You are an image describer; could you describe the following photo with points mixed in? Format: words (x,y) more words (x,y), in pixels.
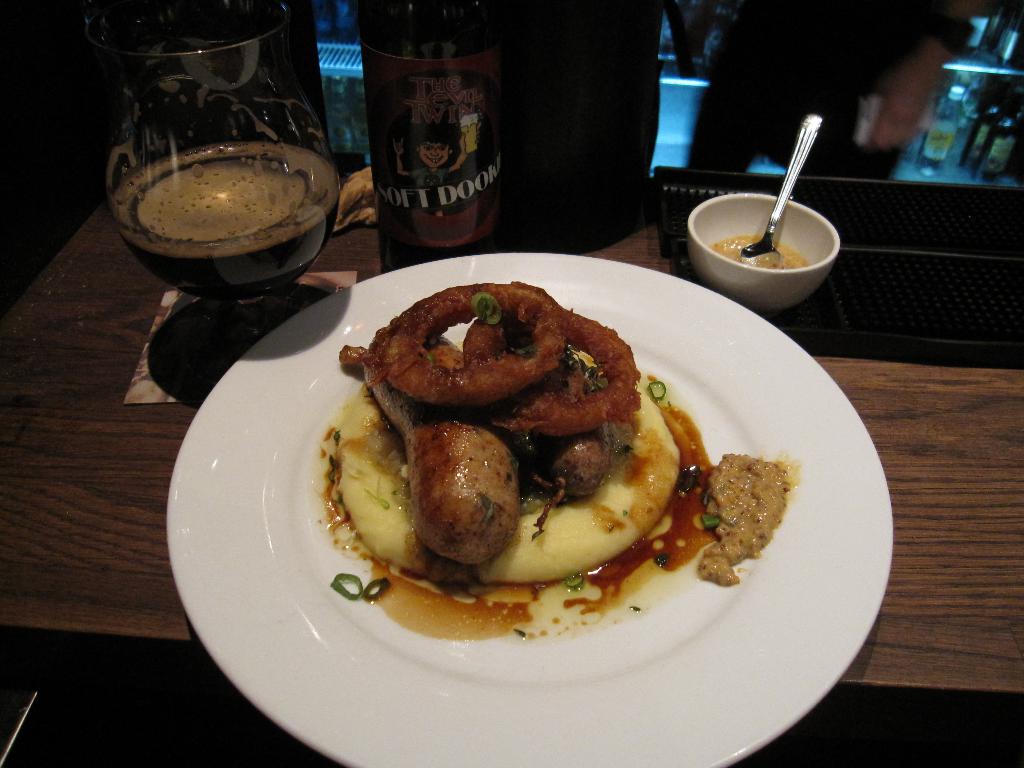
In this picture I can see there is food (671,402) served in a plate (771,608) and in the backdrop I can see there is a beer bottle (418,235) and there is a person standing behind the table (921,539).
